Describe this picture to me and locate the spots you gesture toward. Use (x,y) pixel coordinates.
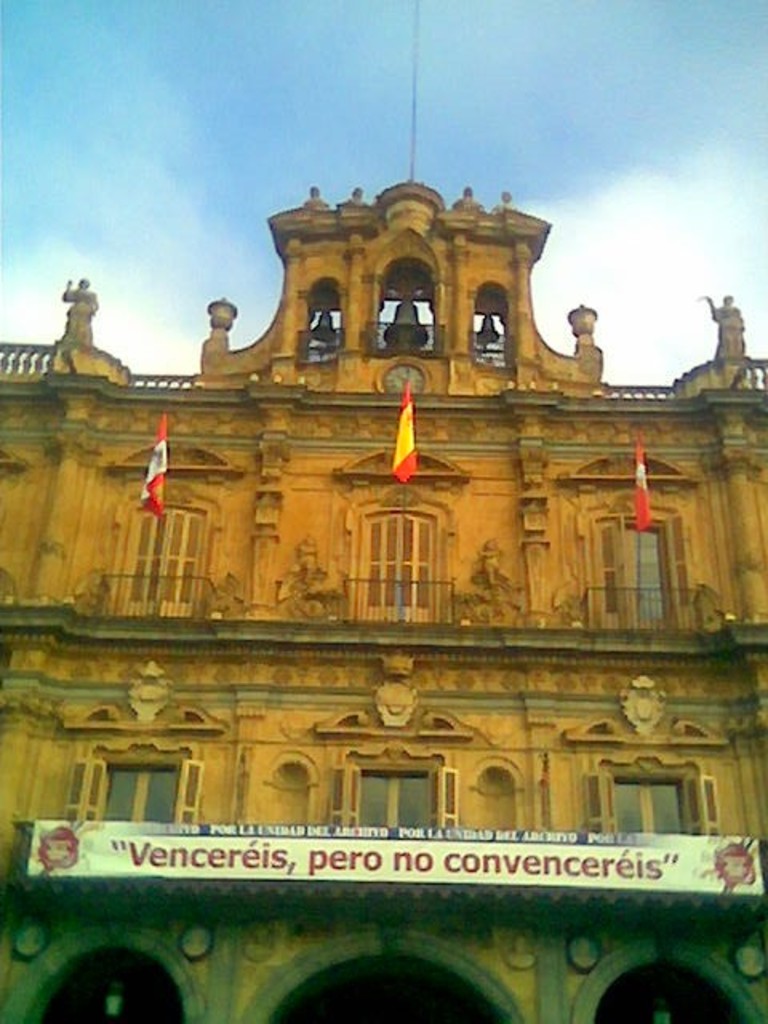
In this picture, we can see a building (307,788) and to the building (325,642) there flags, hoarding (409,863) and on the building (450,369) there are bells (331,327) and sculptures (731,316). Behind the building (356,327) there is a sky (185,55).
